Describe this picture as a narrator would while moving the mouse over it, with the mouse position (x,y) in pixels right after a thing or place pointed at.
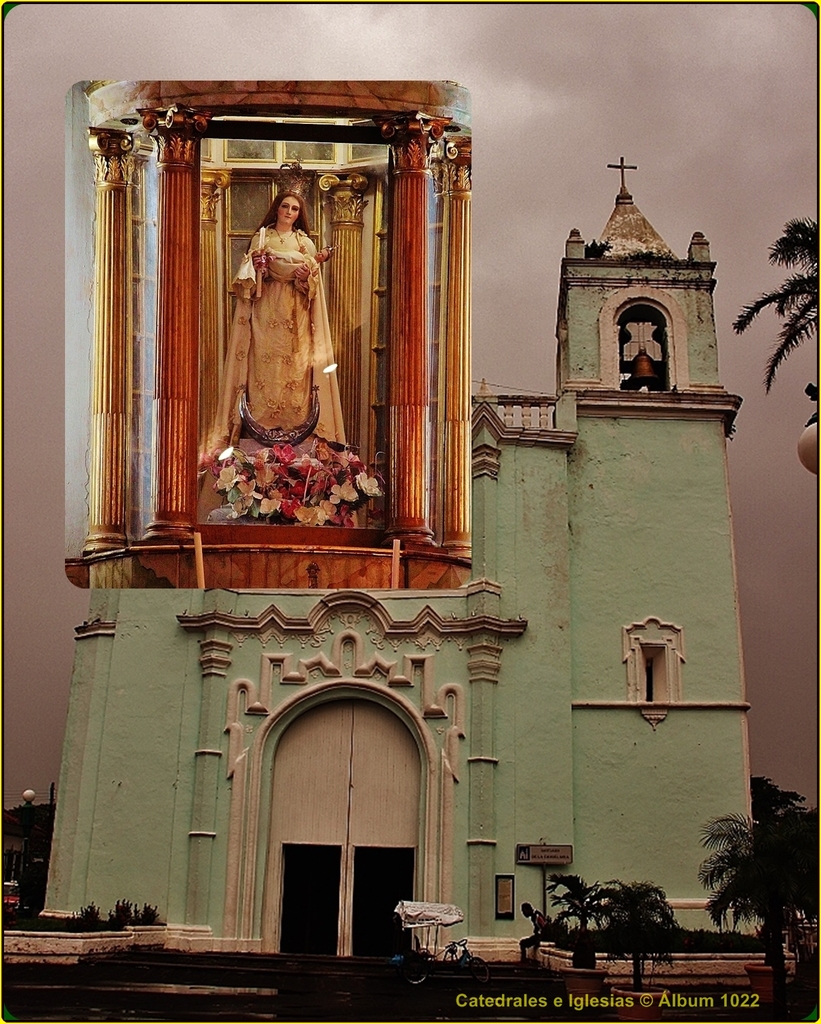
It looks like an edited image. We can see a building (408,684) and in front of the building (413,625) there is a person (529,938), rickshaw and trees (631,912). Behind the building (512,568) there is the cloudy sky (624,88). On the left side of the building (200,766) there is a pole (23,834) with light (32,794). On the left side of the image (252,282) there is a sculpture (243,298), poles (98,325) and an object (231,483).
